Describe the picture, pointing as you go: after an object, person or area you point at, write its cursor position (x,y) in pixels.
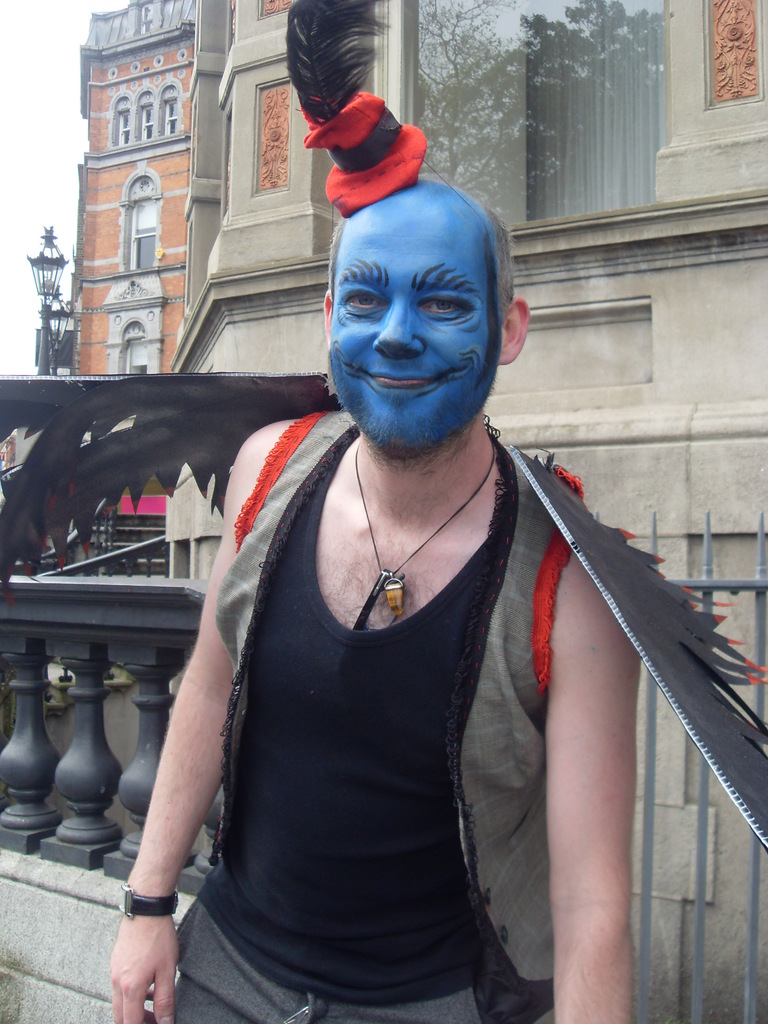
In the center of the image (398,675) we can see one man (457,735) standing and he is smiling. And we can see he is in different costume (449,643). And we can see blue color paint (442,347) on his face (451,329). In the background (84,310) we can see buildings (721,493), windows (481,142), curtains (585,137), fences (11,638) and a few other objects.
